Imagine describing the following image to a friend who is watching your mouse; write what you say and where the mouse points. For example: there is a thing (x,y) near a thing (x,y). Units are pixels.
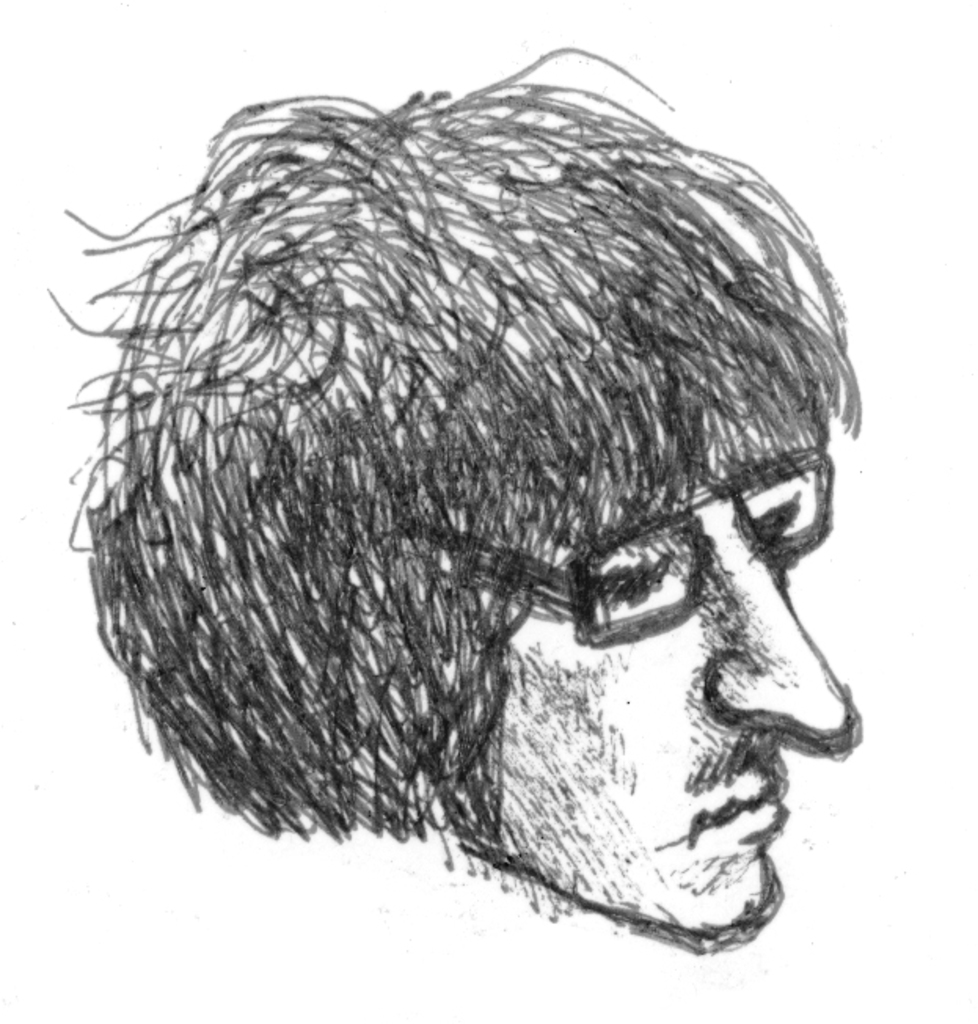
In this image I can see a pencil drawing (702,848) of a person's face (580,778).
